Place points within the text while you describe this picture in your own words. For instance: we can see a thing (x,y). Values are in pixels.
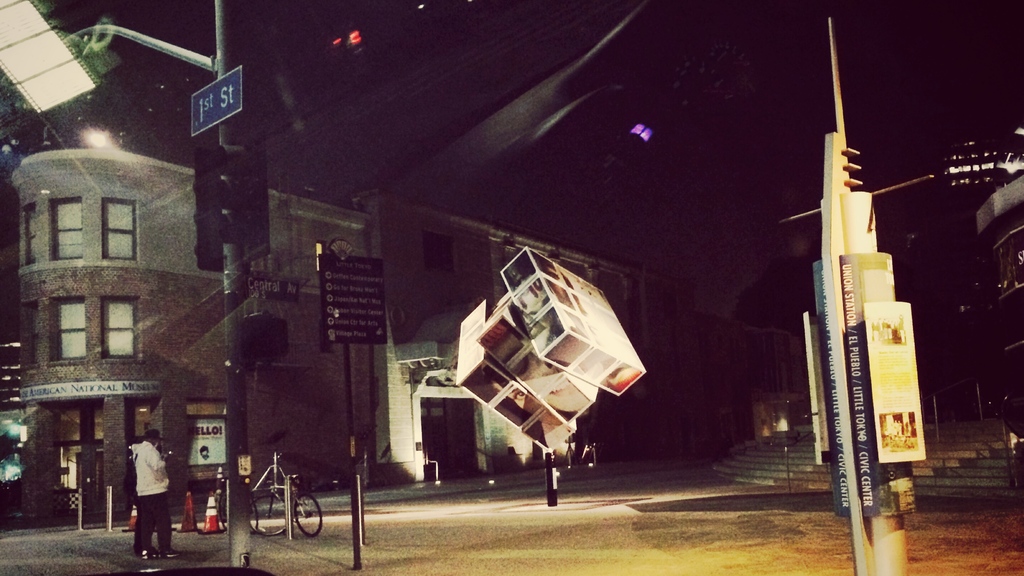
Signboard (195,102) is on the signal light pole (233,263). Here we can see hoardings (349,280). Background (196,471) there are buildings (600,272), steps (975,477), traffic cones (215,502) and person (160,456).
